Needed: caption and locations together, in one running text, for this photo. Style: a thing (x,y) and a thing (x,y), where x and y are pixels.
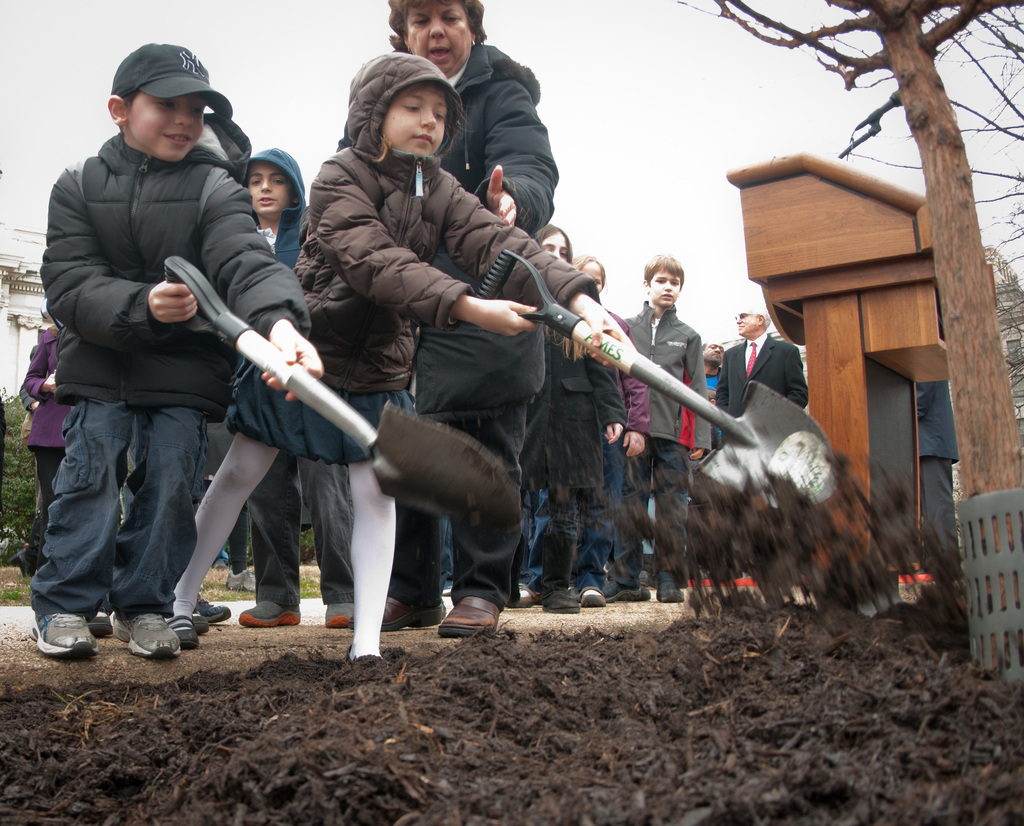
In this picture I can observe children (273,205) and some people (475,383). They are wearing hoodies (404,213). On the right side (920,78) there is a tree (937,182). In the background (708,110) I can observe sky (636,84).
